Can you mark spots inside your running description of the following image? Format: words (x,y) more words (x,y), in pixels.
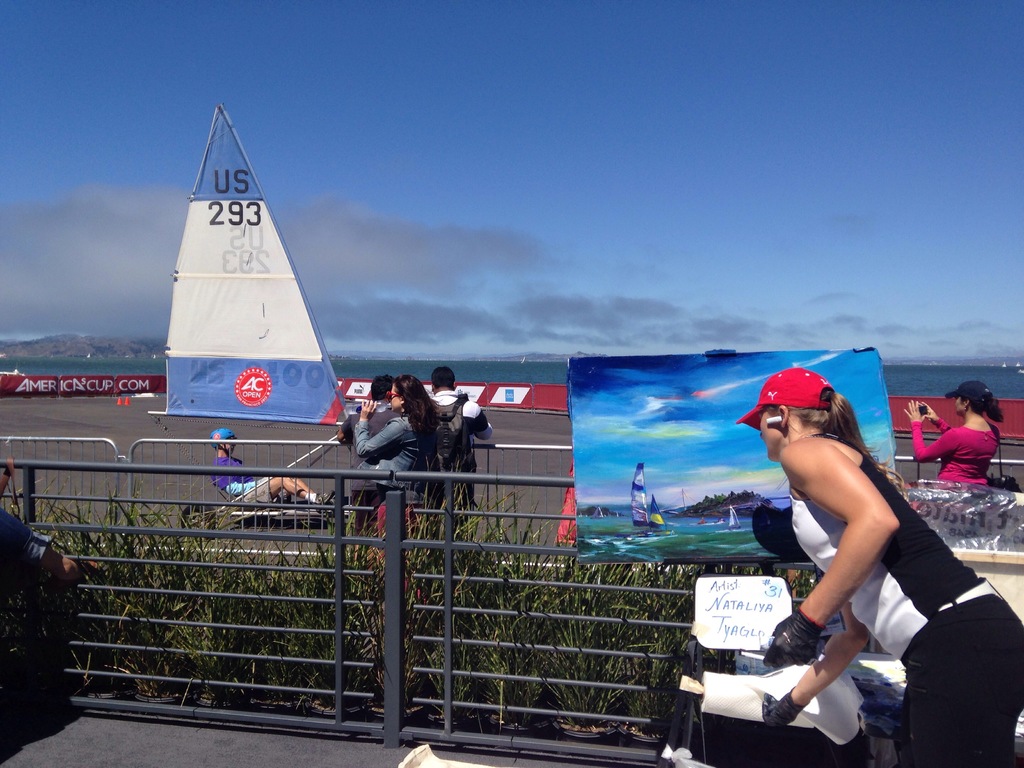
In the image there is a woman (933,584) in the foreground (795,514) and in front of the women (775,644) there are some items (791,671) and there is an iron fencing (295,469), in between the fencing (421,636) there are plants (366,619) and there is some painting (680,498) attached to the rods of the fencing (510,580). Behind that there is a road (512,430) and there are few people (437,416) standing on the road (1005,449), in the background (914,377) there is a water surface (902,372).
